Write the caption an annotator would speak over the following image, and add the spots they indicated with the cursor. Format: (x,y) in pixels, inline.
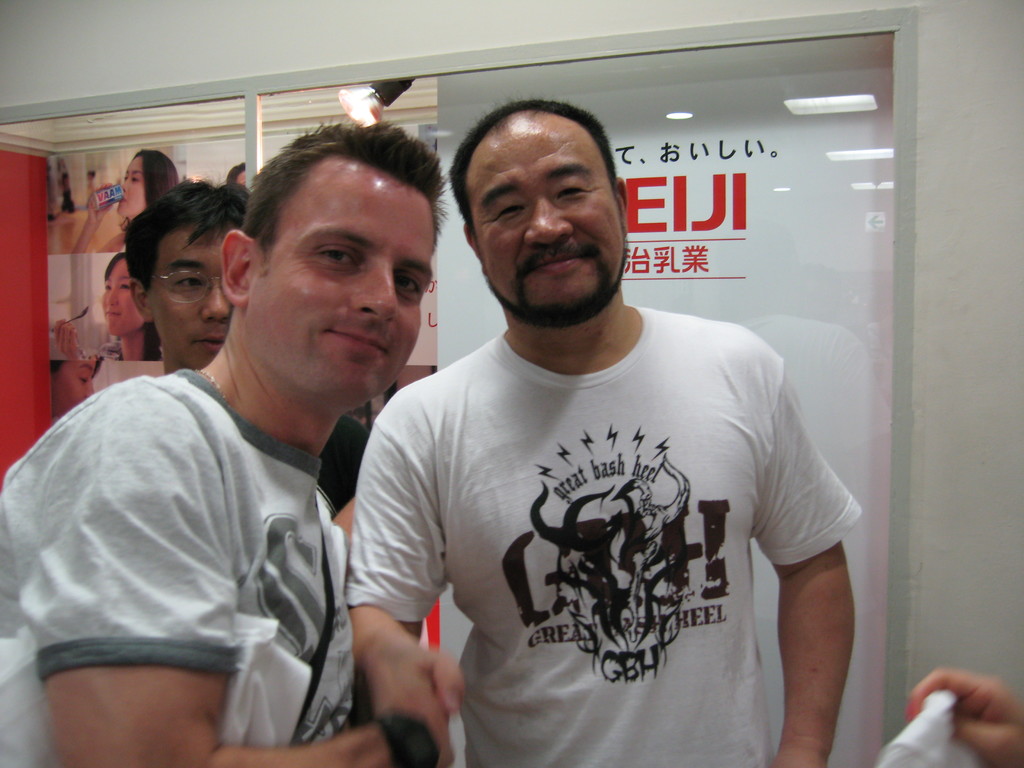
In this picture, the two men (446,507) in white T-shirts (383,523) are shaking their hands (367,669). Both of them are smiling. Behind them, the man (189,274) who is wearing spectacles (182,281) is standing. Behind them, we see a banner (742,180) with some text (730,175) written on it. Beside that, we see a red wall (14,333) on which posters (111,251) are pasted.
